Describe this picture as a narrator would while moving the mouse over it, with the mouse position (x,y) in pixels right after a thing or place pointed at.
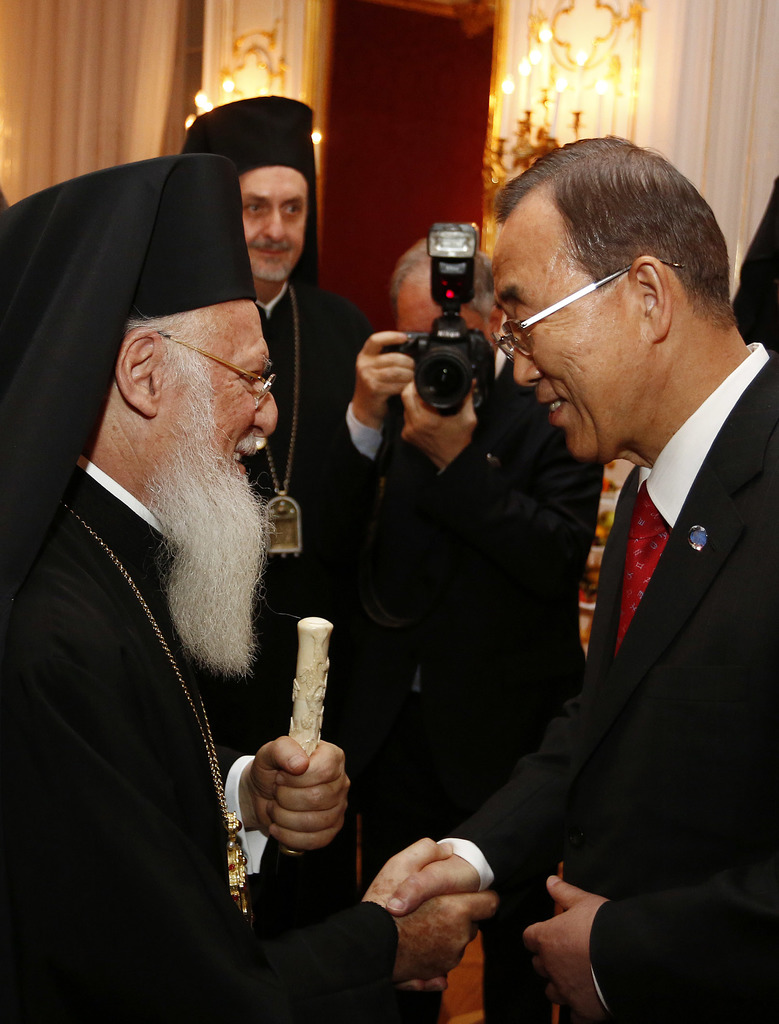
In this picture we can see group of people (439,610), two persons (575,375) are greeting each other, and one person (390,469) is capturing the photo with camera (438,294), in the background (501,100) we can see couple of lights (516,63) and curtains (109,91).
